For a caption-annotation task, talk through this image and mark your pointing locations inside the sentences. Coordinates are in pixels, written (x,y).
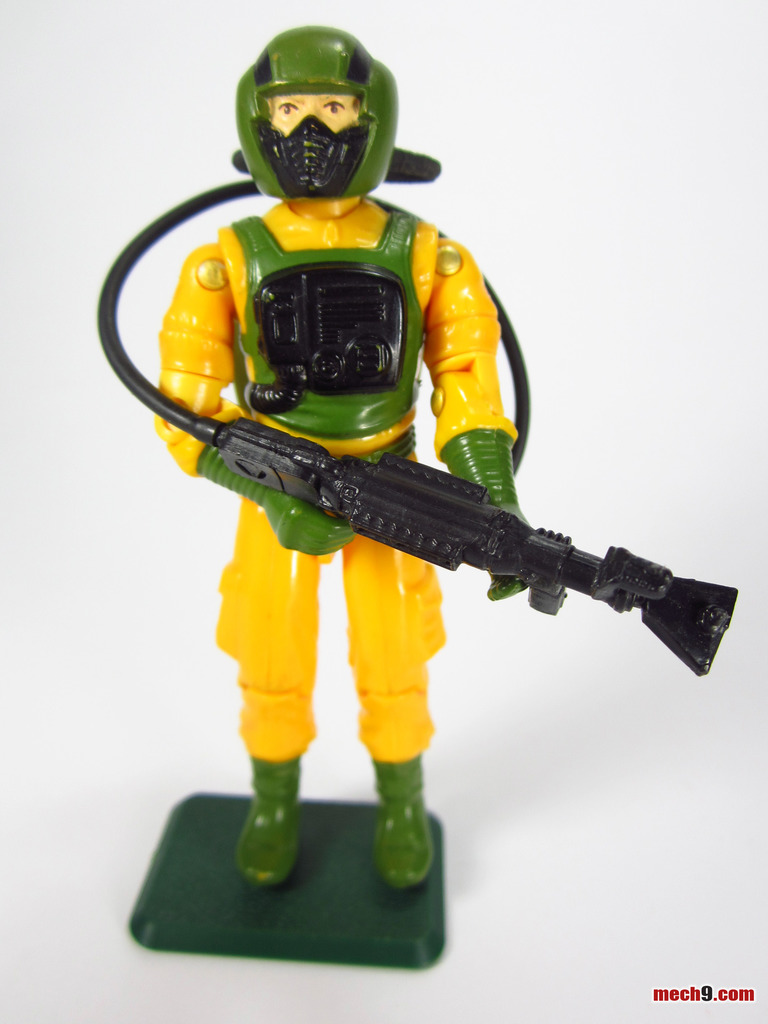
In this picture there is a toy (385,618) who is holding a plastic gun (399,545). This toy (404,621) is kept on the table (458,910). In the bottom right corner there is a watermark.
